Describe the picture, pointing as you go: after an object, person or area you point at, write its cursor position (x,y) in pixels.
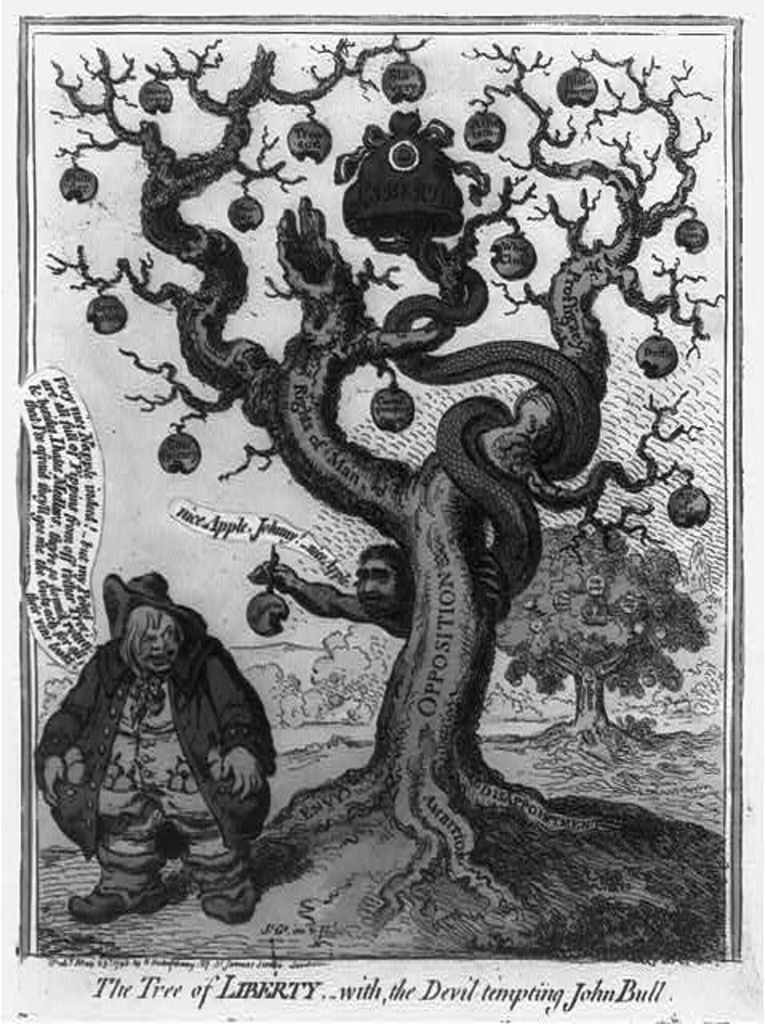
In this picture there is a poster (585,197). On the poster (422,657) there is a picture (167,507) of a person (224,743) and there are trees (374,802) and there are fruits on the tree (662,206) and there is text (244,999). At the top (516,132) there is sky (506,137). At the bottom (507,892) there is ground (657,868).
